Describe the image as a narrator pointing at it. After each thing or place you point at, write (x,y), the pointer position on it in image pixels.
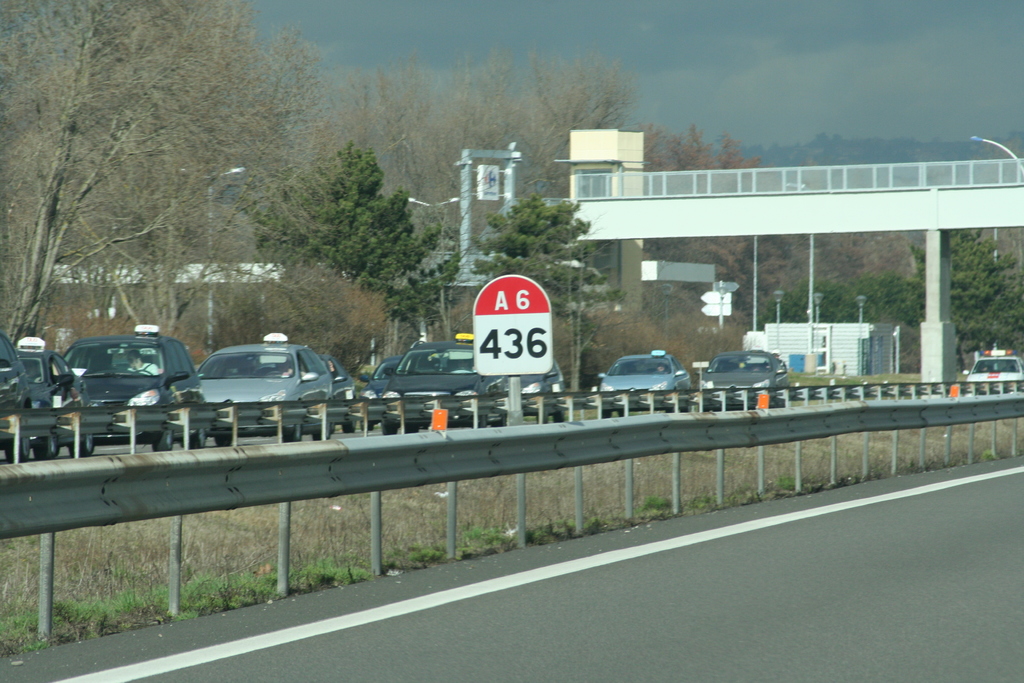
This image is clicked on the road (643,576). There are cars (281,384) moving on the road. In the center (445,440) there is a railing (713,422). To the right (755,538) there is a road (640,594). There is a bridge (806,185) on the road (741,565). Beside the road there are street light poles (237,167). In the background (456,156) there are trees (729,162) and a building (640,269). At the top (719,50) there is the sky (708,84).
